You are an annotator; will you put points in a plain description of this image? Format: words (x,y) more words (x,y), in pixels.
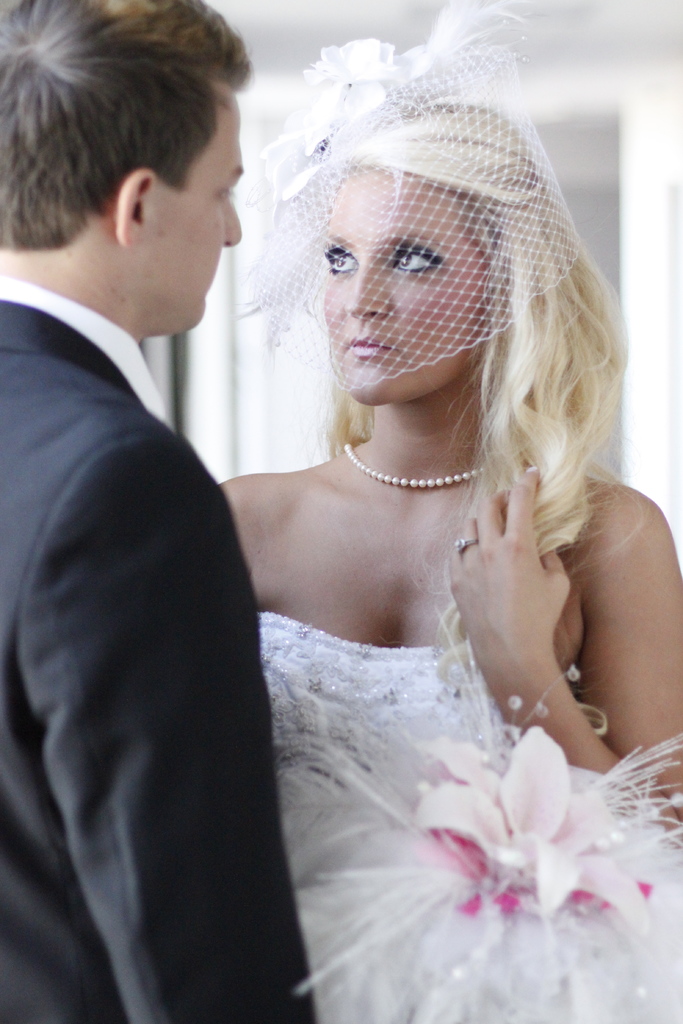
In this image there are couple (359,467) standing and staring at each other, behind them there is a wall (615,276) and at the top of the image (412,44) there is a ceiling (309,43).
